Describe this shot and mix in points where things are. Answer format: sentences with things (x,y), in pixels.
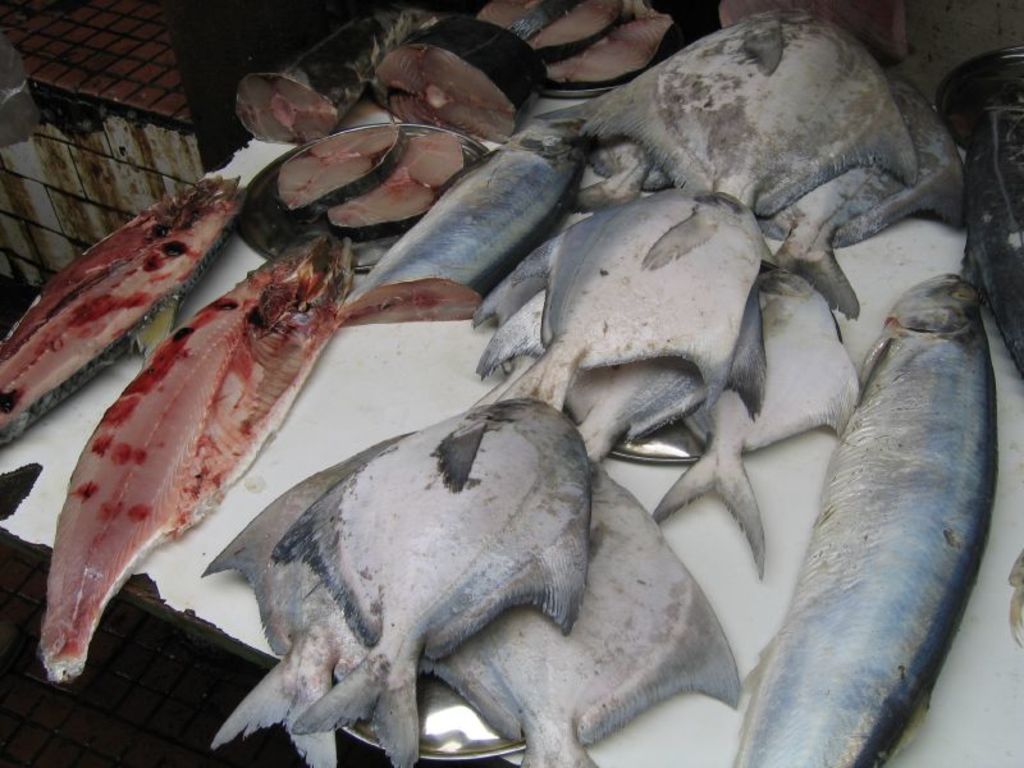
In this image there are some fishes (592,535) kept on a white color table (254,472) as we can see in the middle of this image (349,416). There is an another table (127,114) is on the top left corner of this image (76,117).
